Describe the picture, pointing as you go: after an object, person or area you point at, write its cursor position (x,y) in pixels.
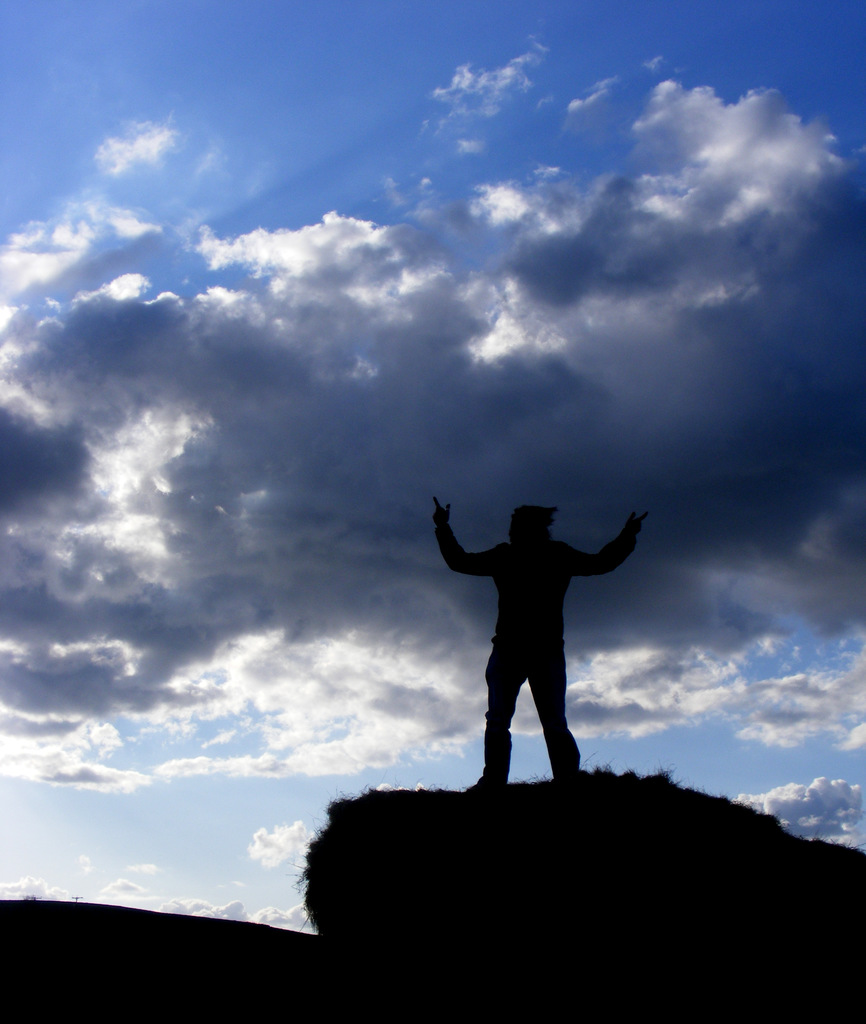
In this picture we can see a person (438,544) standing on the right side (625,534). Sky (286,767) is blue in color and cloudy.
